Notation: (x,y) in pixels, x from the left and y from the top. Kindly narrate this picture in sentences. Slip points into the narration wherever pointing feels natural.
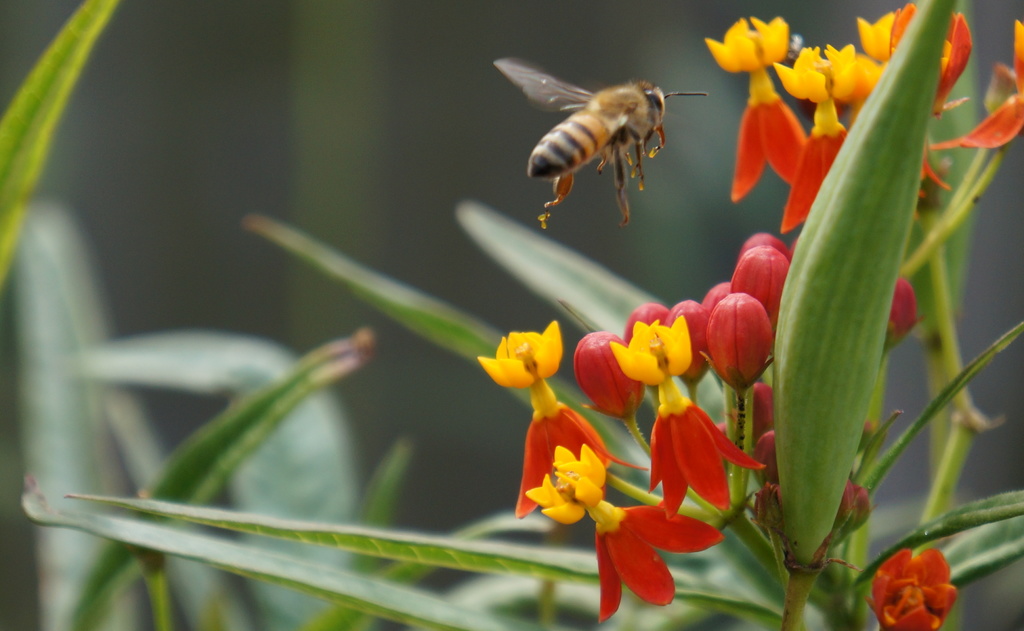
This image consists of a honey bee (556,167) flying near the flowers (636,341). At the bottom (518,507), there are flowers (704,494) along with the plants (594,582). The background (643,271) is blurred.
